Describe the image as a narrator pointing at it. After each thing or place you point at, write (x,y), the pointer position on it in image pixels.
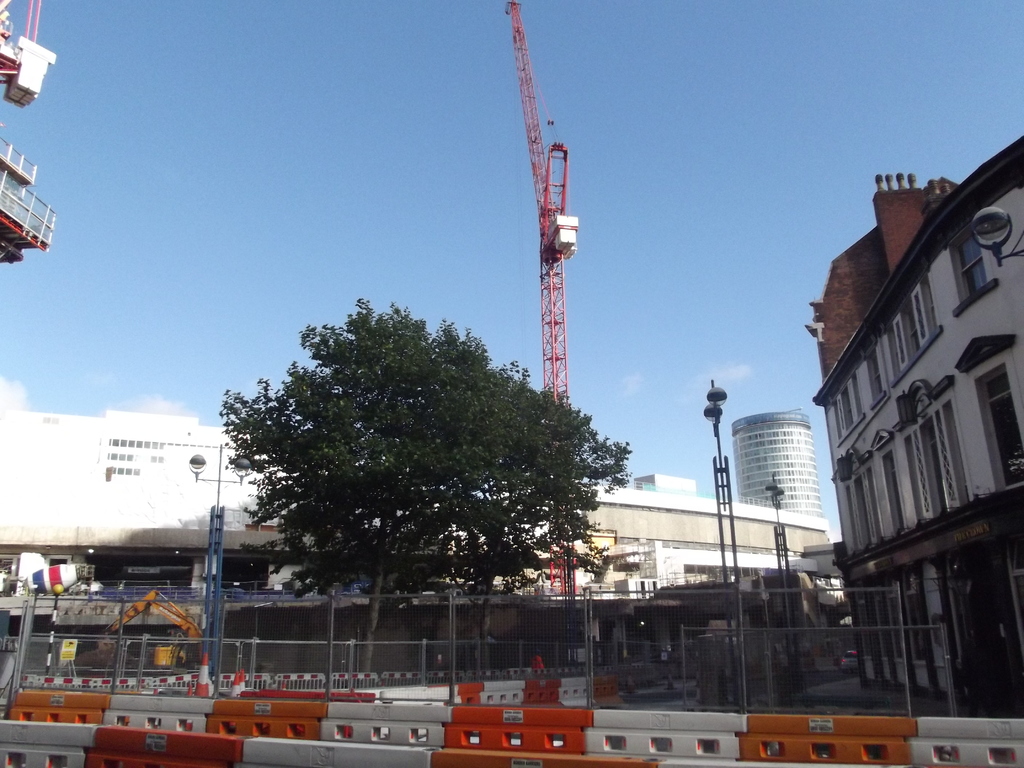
In this picture we can see there are buildings (710,514). In front of the buildings (771,525), there is a tree (313,471), excavator (183,617), street lights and fencing (136,647). At the bottom of the image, there are barricades (312,681). At the top of the image (497,254), there is the sky (269,86).
